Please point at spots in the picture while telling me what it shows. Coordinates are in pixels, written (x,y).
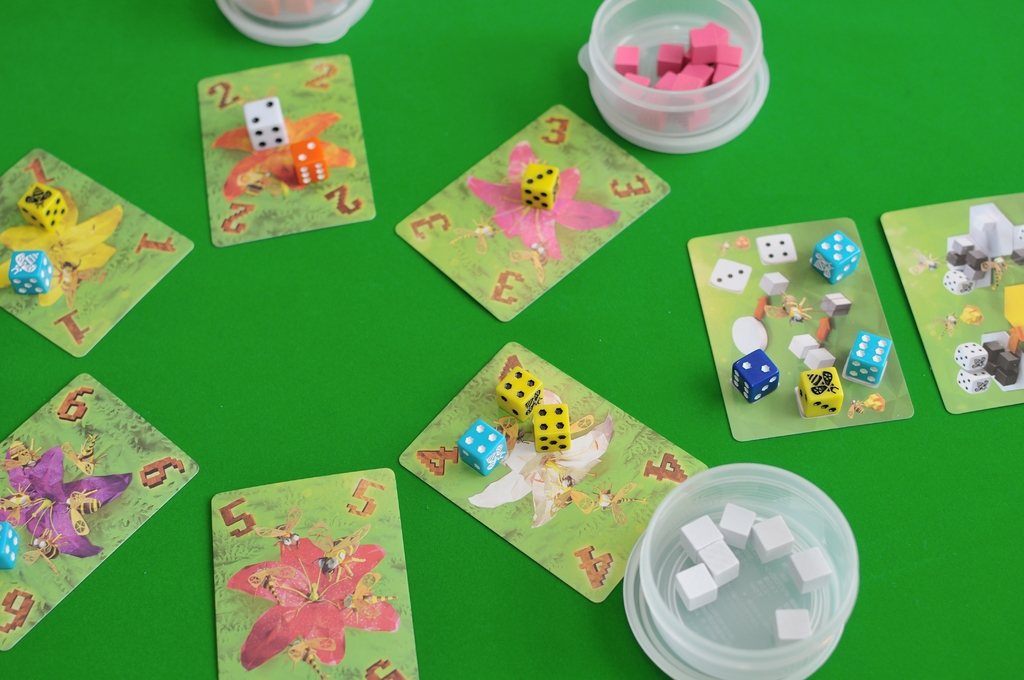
In the picture I can see few playing cards (782,347) which has few dice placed on it and there are small containers (779,580) which has few objects (730,561) placed on either sides of it.
